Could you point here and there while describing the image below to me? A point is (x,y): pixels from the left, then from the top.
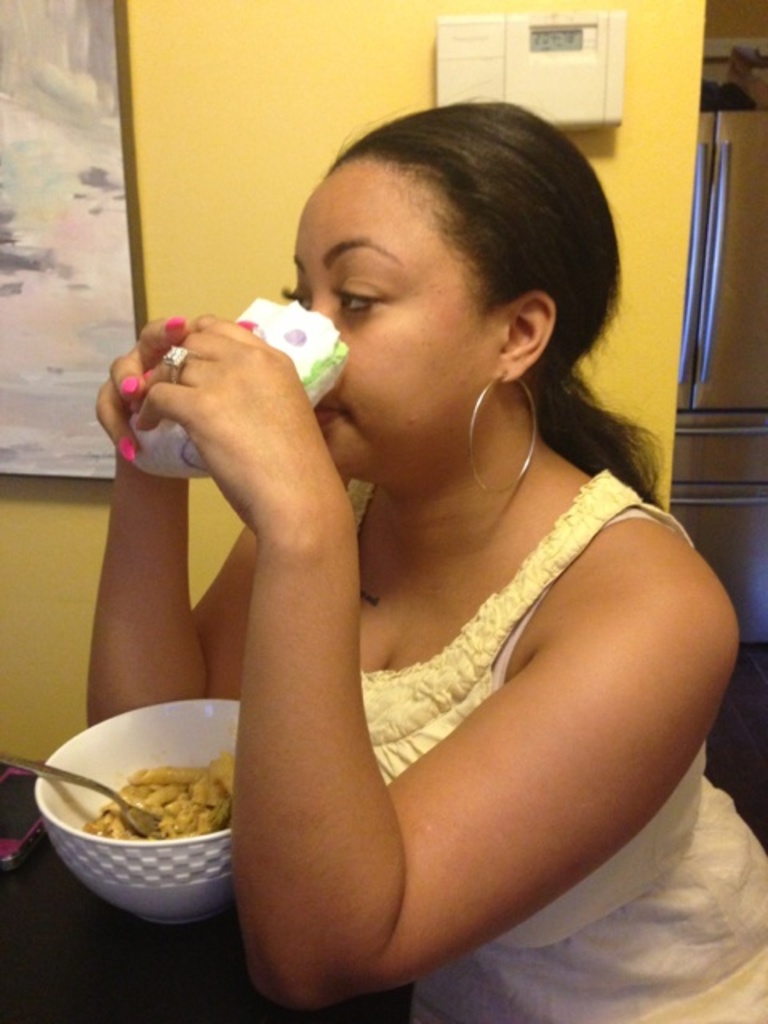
In the center of the image (394,383) we can see woman (423,716) sitting at the table (232,951). On the table (44,893) there is a mobile phone (10,796), bowl (95,860), spoon (128,820) and food (130,833). In the background (170,105) there is a wall (633,218) and photo frame (45,205).
